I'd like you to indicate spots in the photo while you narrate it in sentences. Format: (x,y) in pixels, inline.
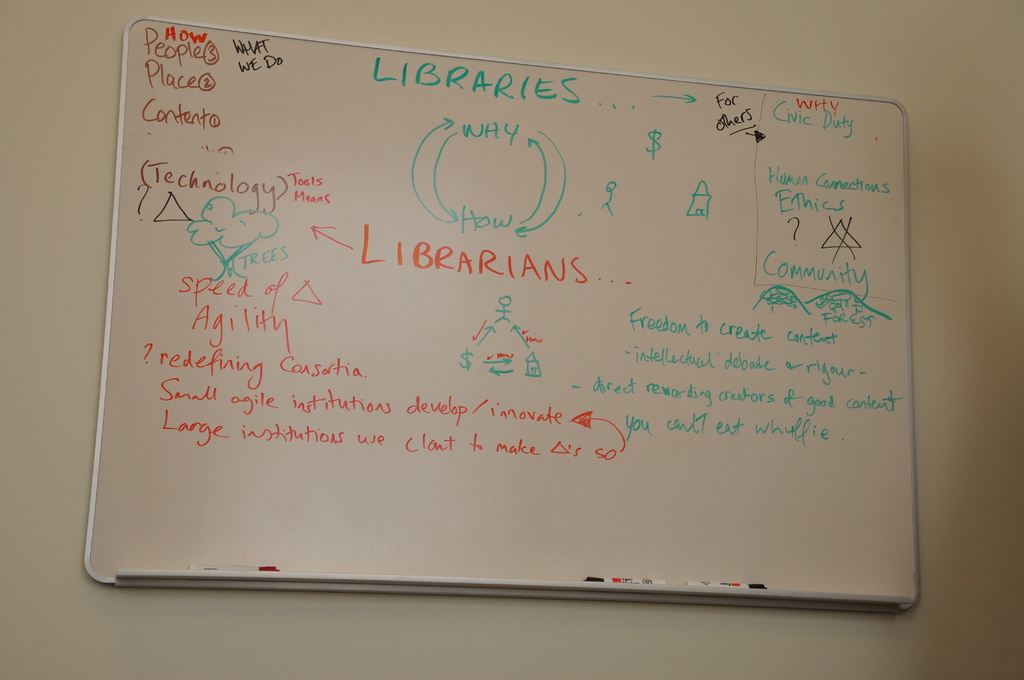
In this picture we can observe a white color board (283,404) fixed to the wall (14,380). We can observe some text (649,329) on the board (358,330). In the background (808,37) there is a wall (712,46).
